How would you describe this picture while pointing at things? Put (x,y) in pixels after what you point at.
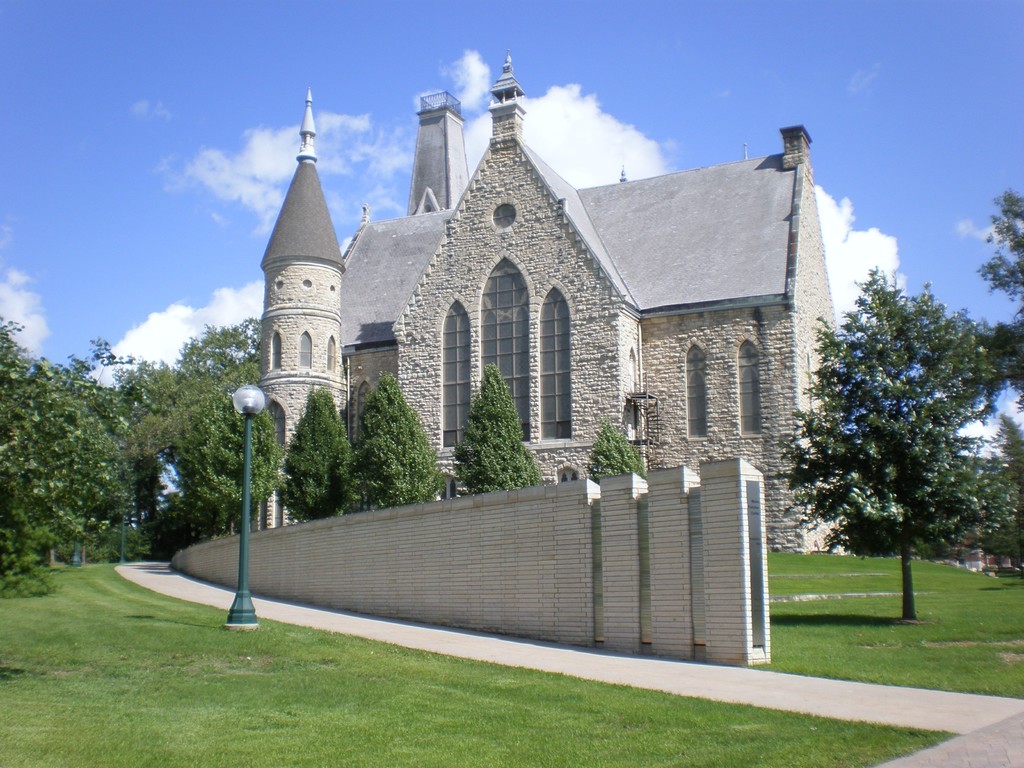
In this image we can see a house (343,381), windows (455,425), there is a light pole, there are plants (136,550), trees (1004,508), also we can see the wall (450,587), and the sky (946,12).
